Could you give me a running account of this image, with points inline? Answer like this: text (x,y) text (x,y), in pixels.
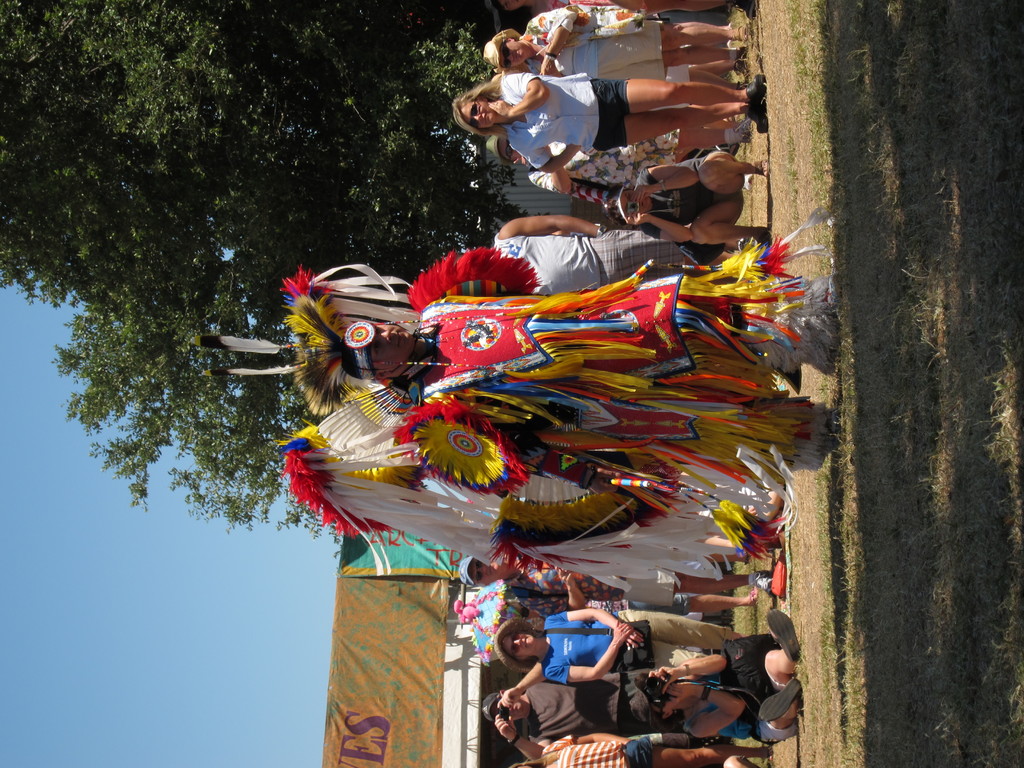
In this image we can see a few people (629,525) on the ground (827,677), some of them are clicking pictures and a man (701,388) is wearing a fancy costume (554,381), in the background (412,632) there is a tree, banners (387,647) and sky (206,674).
